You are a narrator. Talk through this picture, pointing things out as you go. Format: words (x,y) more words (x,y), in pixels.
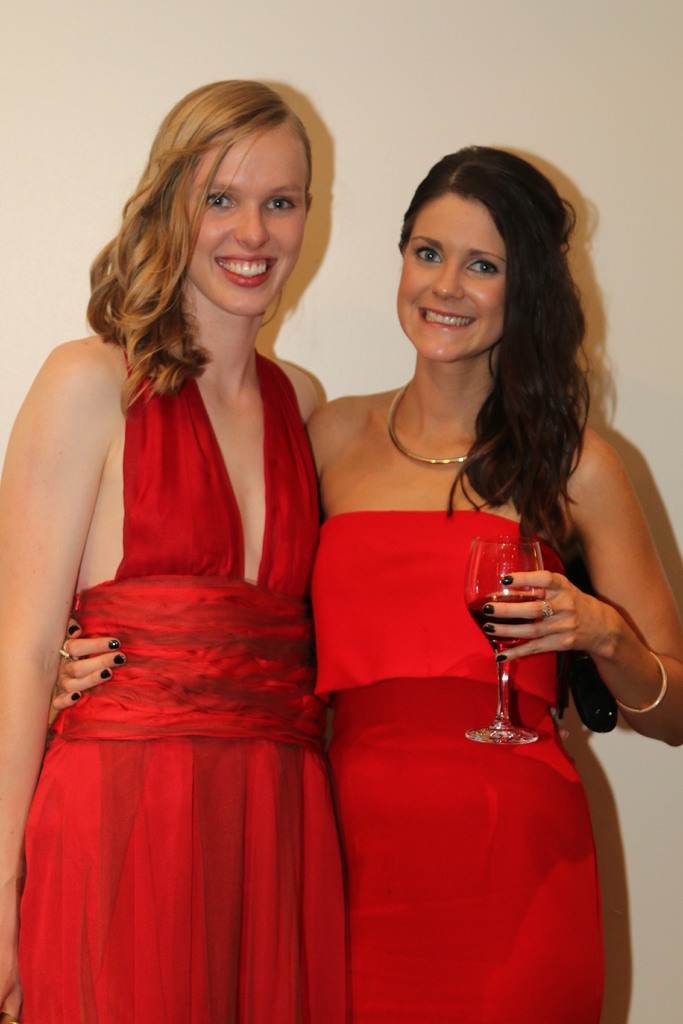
Two women (218,225) dressed in red are posing to camera in which one is holding a wine glass (535,596) in her left hand (559,584).
